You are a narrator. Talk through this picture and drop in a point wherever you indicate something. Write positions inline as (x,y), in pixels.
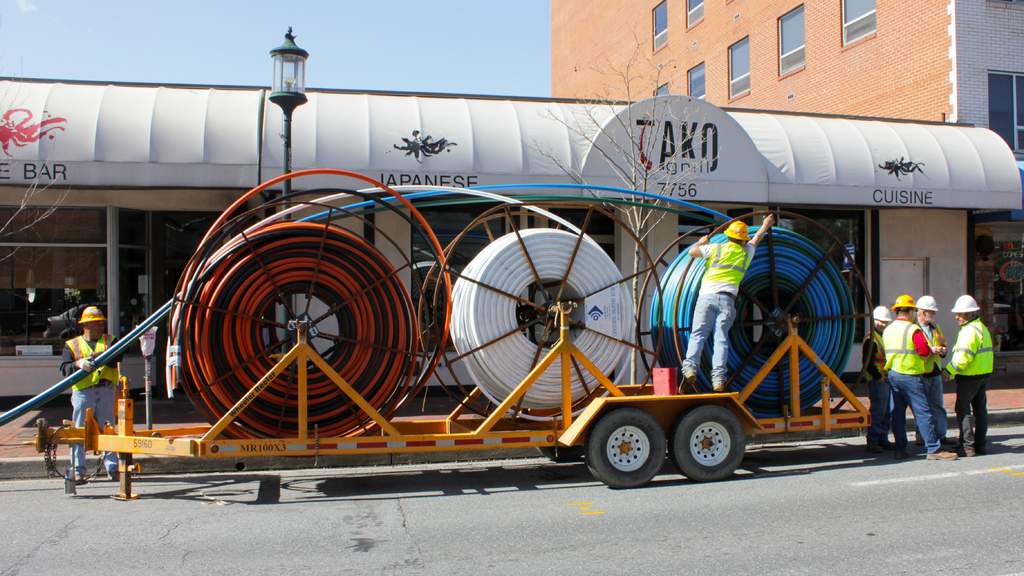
In this image I can see the vehicle (479,436). On the vehicle (474,393) there are tubes (493,265) and they are in white, orange and blue color. To the side of the vehicle (562,392) I can see few people (875,339) are standing and wearing the aprons (891,353) and helmets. In the back (453,126) I can see the building (231,146) and something written on it. I can also see the light pole (285,117) in-front of that. In the back (398,63) I can see another building (576,22) and the blue sky (358,28).
